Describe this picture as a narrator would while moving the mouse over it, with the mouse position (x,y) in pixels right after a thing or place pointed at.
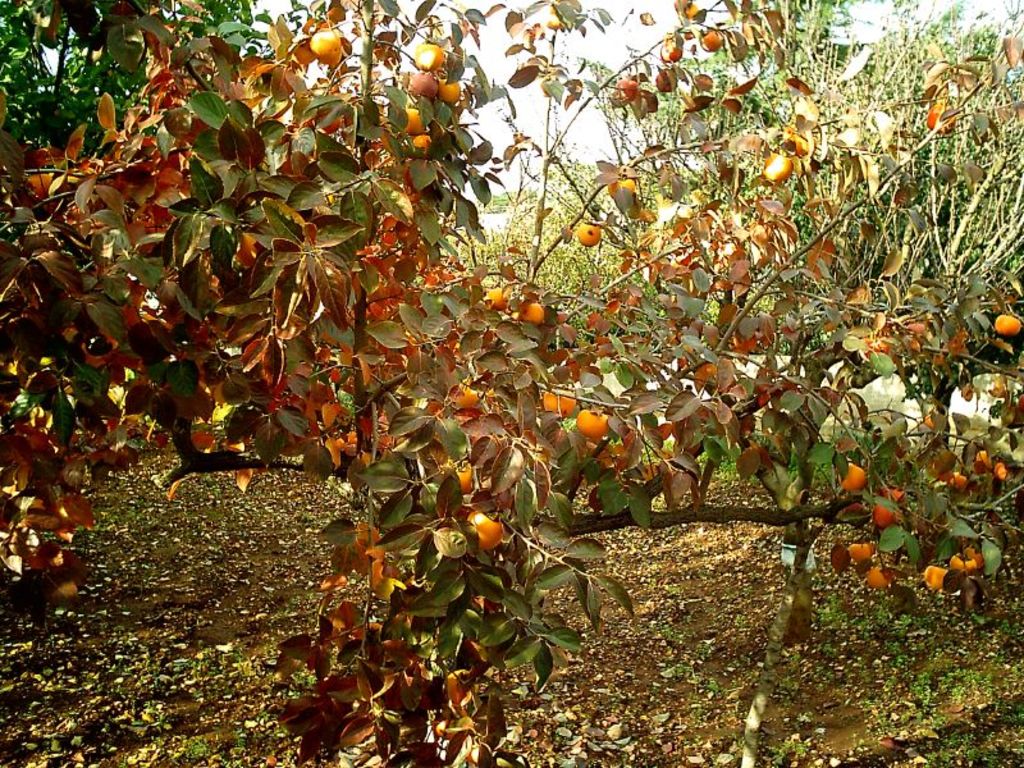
In this picture I can see trees (552,338) which has fruits (564,397). In the background (536,185) I can see the sky (534,163).
